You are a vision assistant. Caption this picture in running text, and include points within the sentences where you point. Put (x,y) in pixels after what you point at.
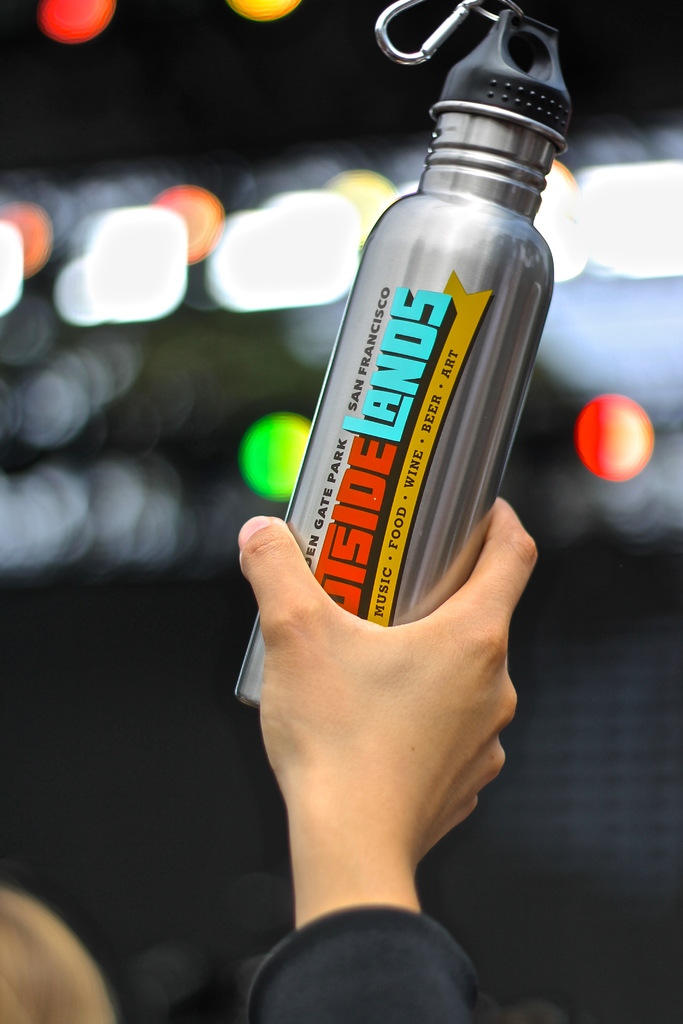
In this image we can see the hand (407,701) of a person (493,675) holding a metal bottle (397,526) with some text (399,516) on it. On the backside (345,297) we can see some lights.
